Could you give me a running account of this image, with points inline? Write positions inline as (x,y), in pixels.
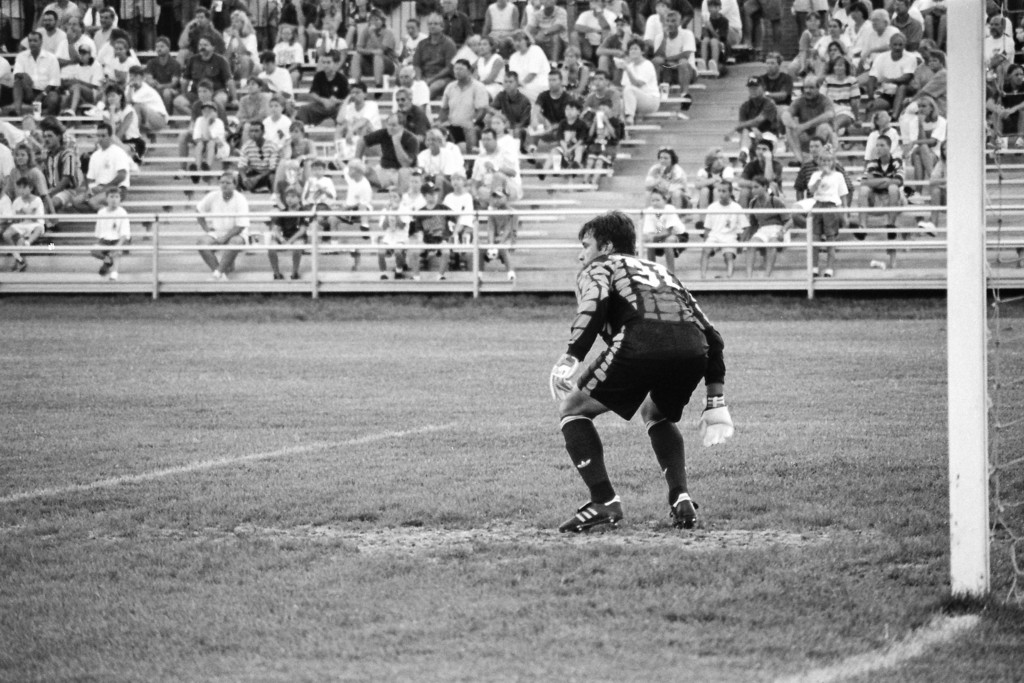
In this picture we can see a person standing on the ground (609,592), he is wearing gloves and in the background (880,12) we can see a fence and a group of people (834,104).
